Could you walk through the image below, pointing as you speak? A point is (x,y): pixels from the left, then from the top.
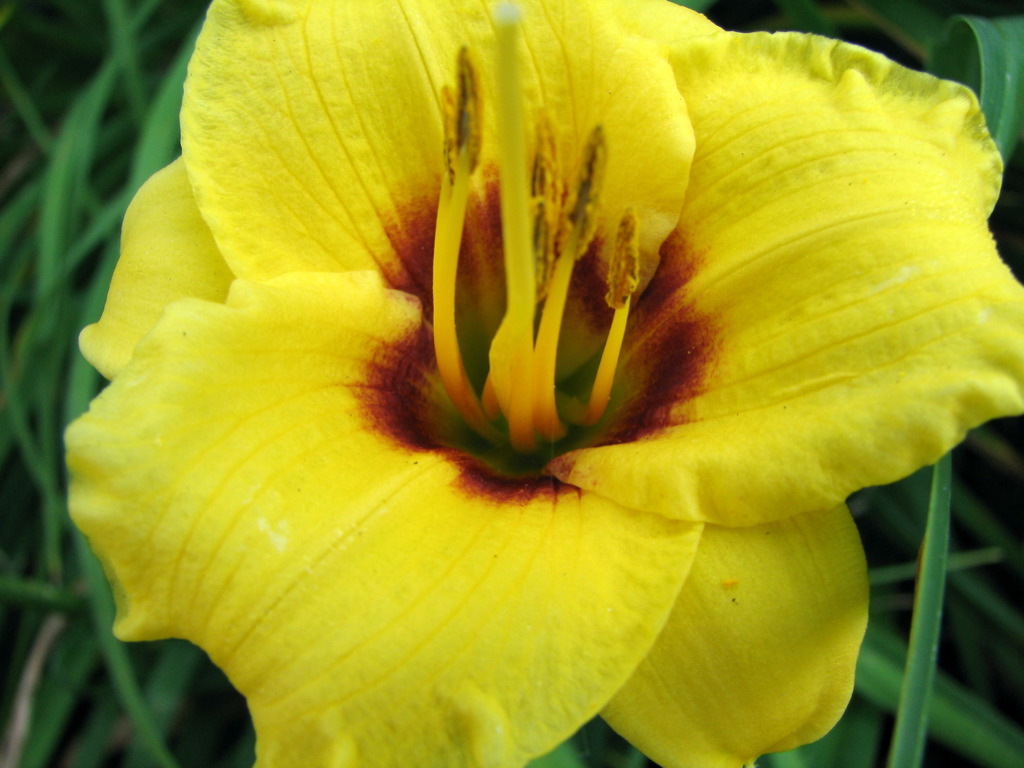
In the picture we can see a yellow colored flower (773,429) with some stamens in the middle of the flower (227,562) and behind the flower (848,641) we can see some grass plants (106,132).
